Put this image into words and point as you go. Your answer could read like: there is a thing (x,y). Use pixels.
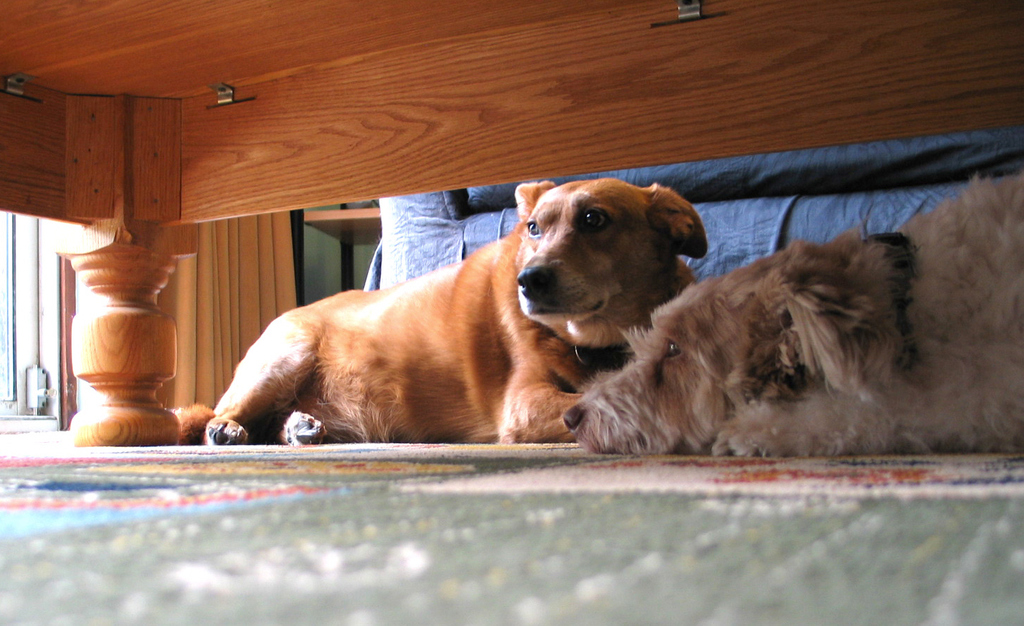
In this image we can see two dogs (745,336) on the carpet (252,458). There is a wooden table (28,189).
